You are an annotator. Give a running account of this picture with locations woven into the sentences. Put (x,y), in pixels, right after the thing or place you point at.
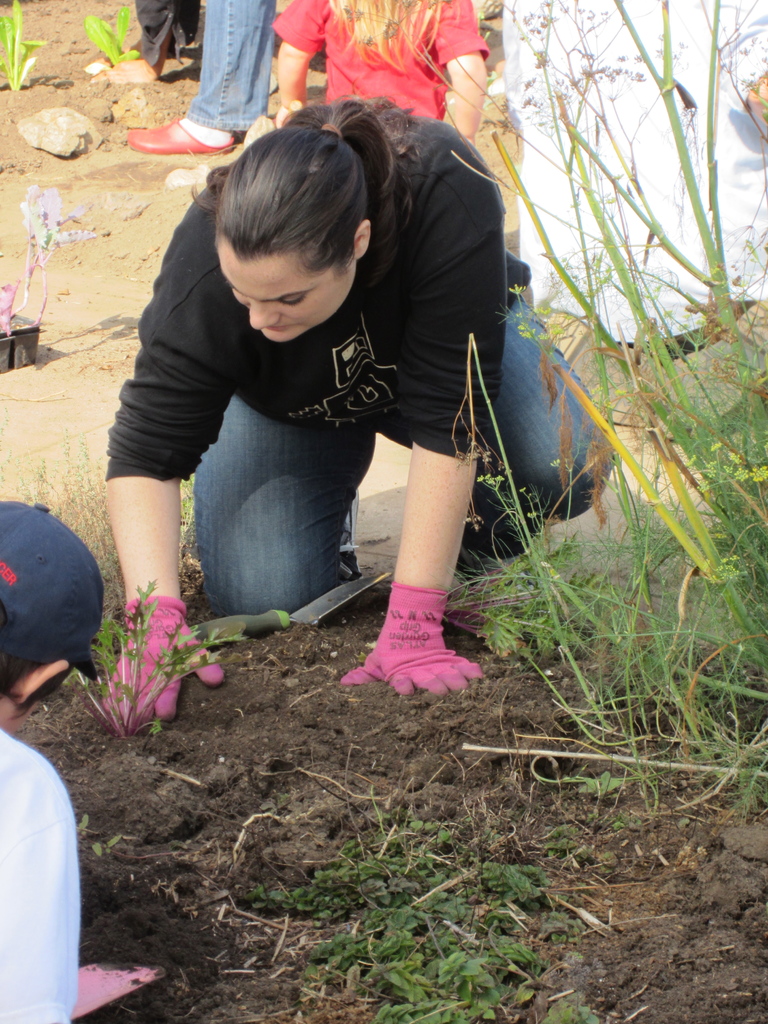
In the image we can see a woman (384,407), wearing clothes (436,431) and gloves (369,659). Around her there are other people (224,6) wearing clothes (258,115) and some of them are wearing shoes (182,132) and cap (88,643). Here we can see soil (260,712), grass (669,681) and stones (41,131).
